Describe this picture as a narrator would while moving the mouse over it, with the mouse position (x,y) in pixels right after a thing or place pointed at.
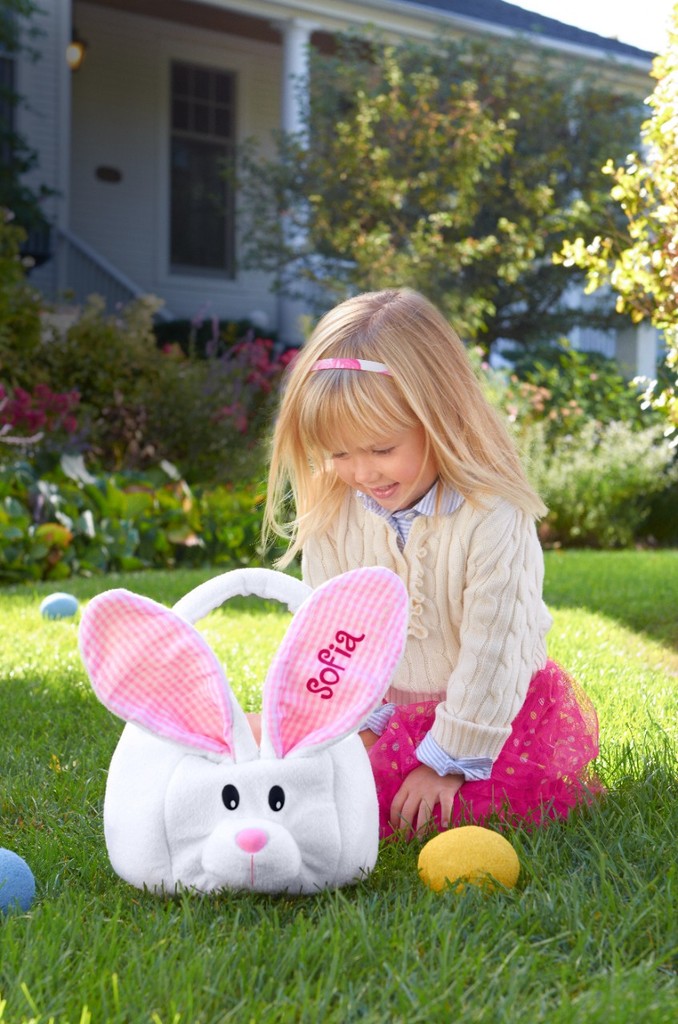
In this picture we can see a girl (536,663) sitting on the ground (574,650), she is smiling, in front of her we can see a bag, balls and in the background (561,598) we can see grass (556,607), plants (580,414) with flowers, trees (575,320), building (575,330).
